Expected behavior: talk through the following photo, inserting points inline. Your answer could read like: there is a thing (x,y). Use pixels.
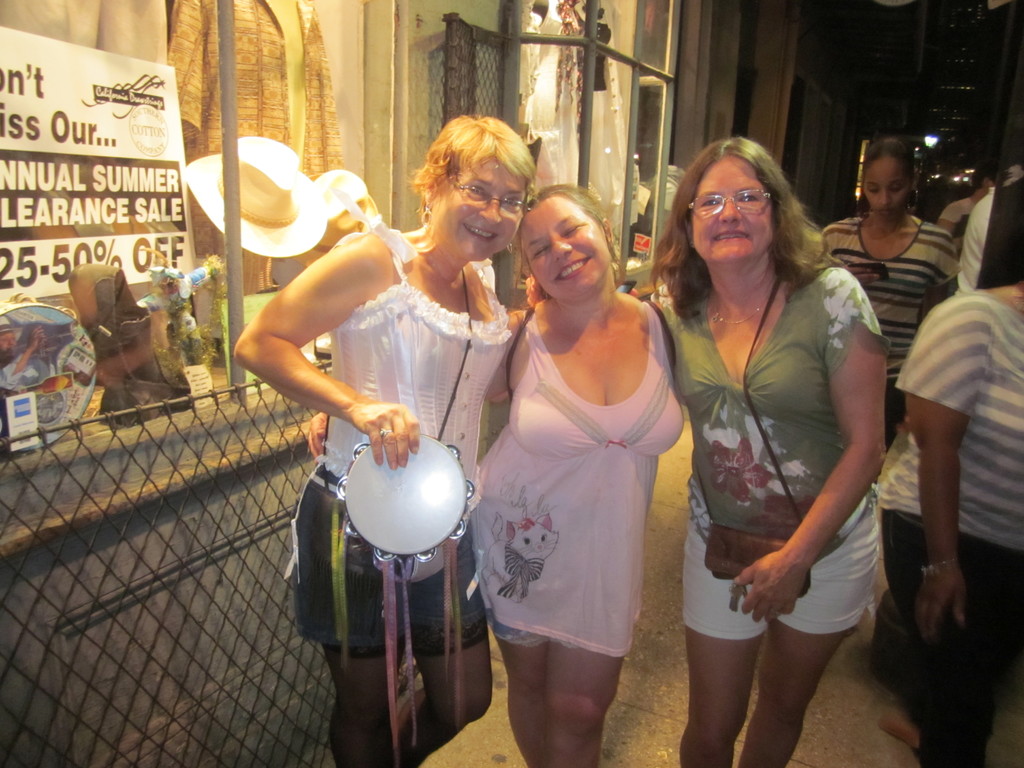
This picture shows a group of people (857,327), in the middle of the image (481,385) three people (588,238) are standing on sidewalk (639,657) and smiling. the left side of the woman (501,163) holding an object (404,505), besides her there is fence (169,475).
